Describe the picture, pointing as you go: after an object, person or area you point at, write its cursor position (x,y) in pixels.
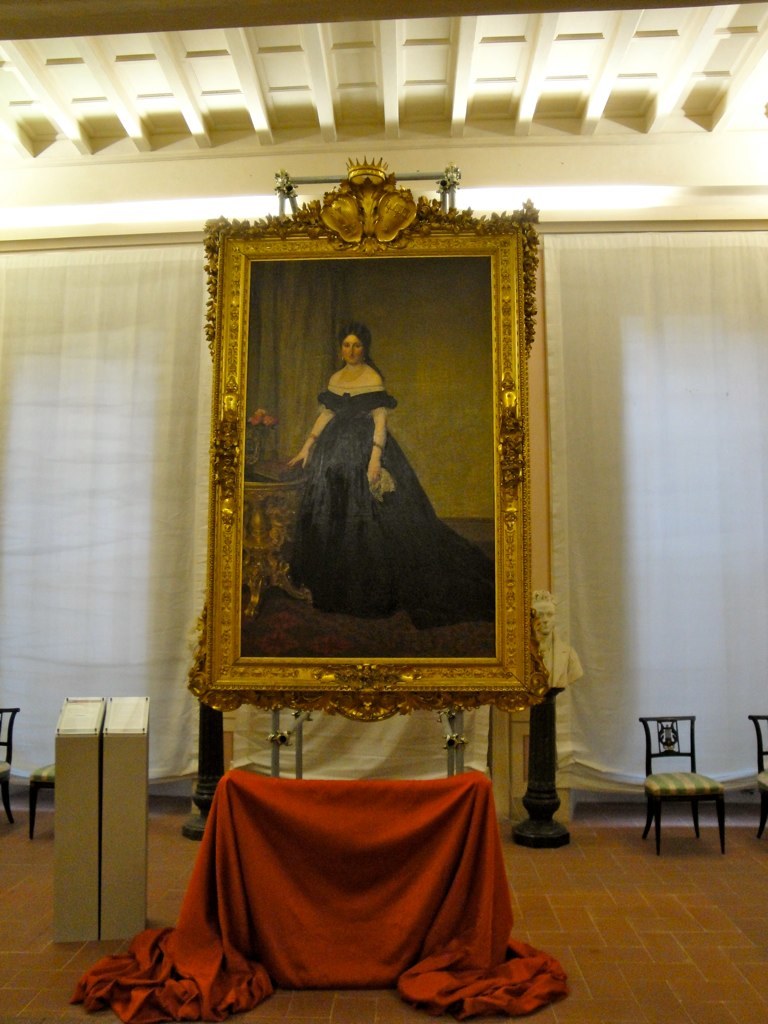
In this picture there is a photo frame (324,487) of a woman (379,529) and curtain (635,442) beside it.
